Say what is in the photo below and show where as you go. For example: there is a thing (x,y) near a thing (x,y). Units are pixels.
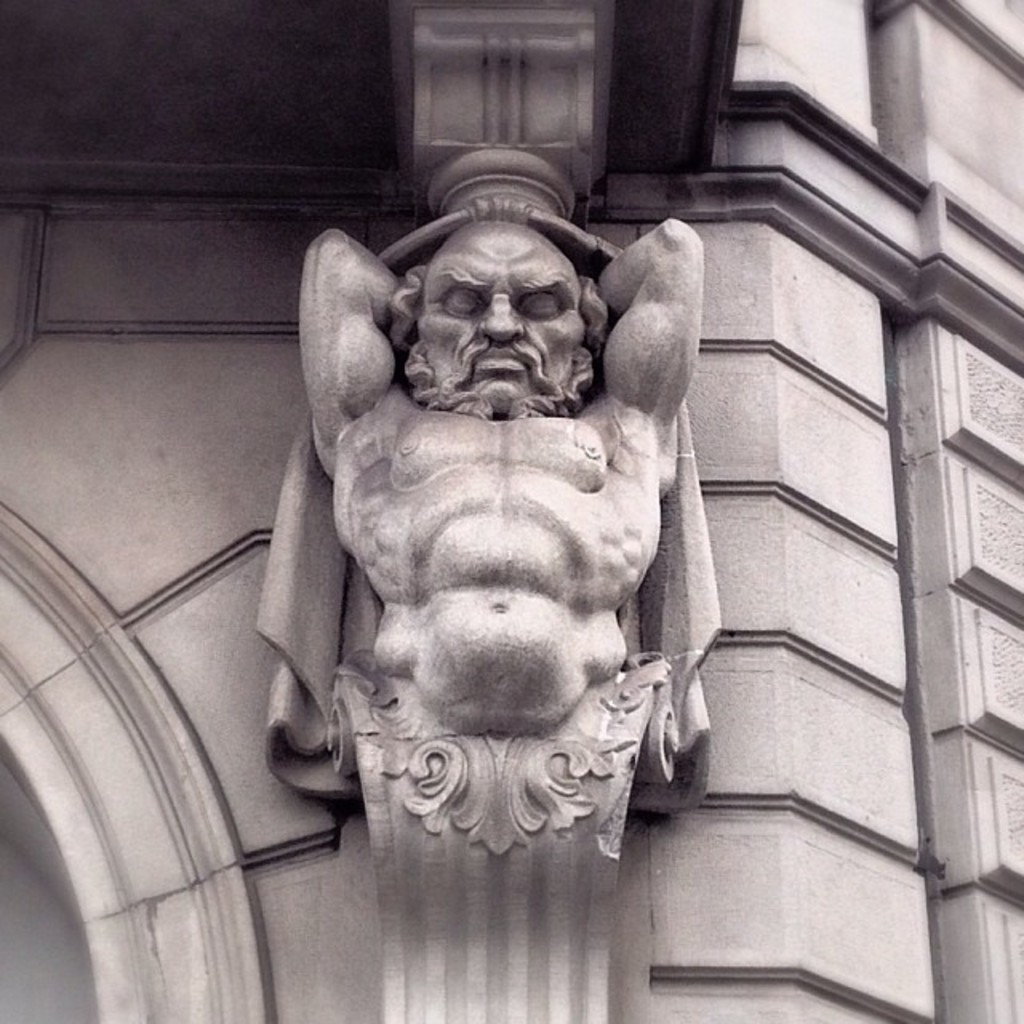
In this image we can see a sculpture (550,268) on the wall (173,226) of the building (853,472).
